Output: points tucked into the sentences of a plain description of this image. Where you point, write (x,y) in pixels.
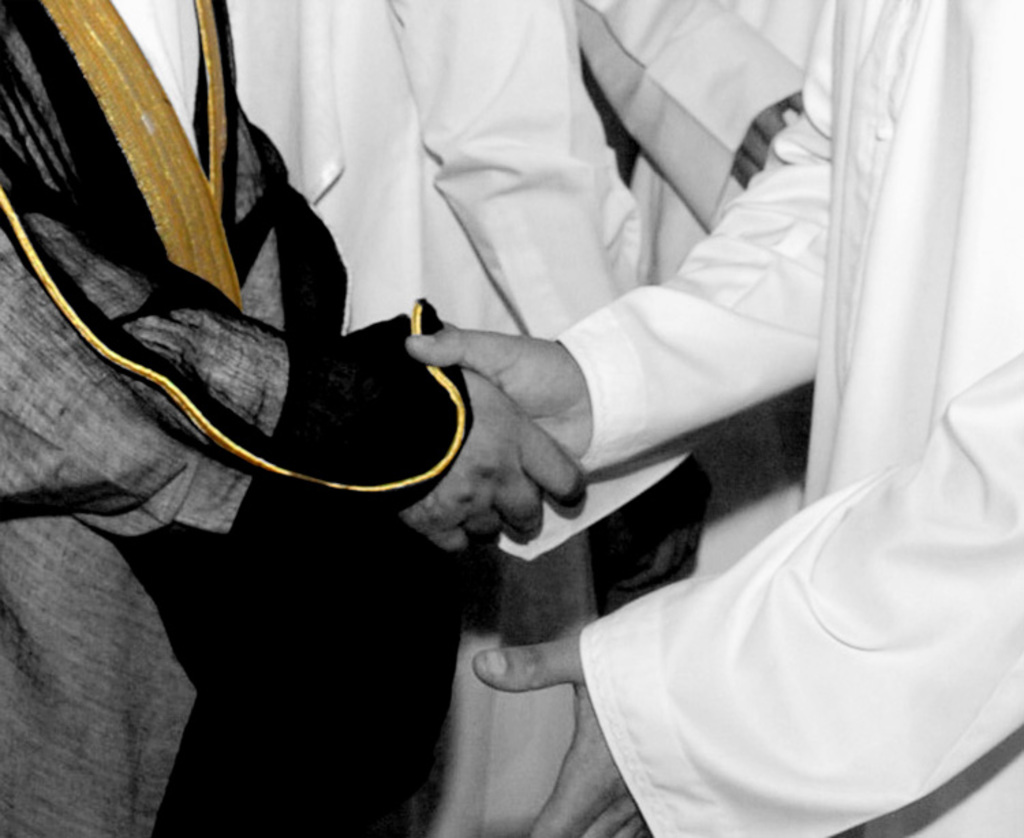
In this image, we can see two people (408,560) are shaking hands (585,444) at each other. Background (452,307) we can see few clothes (541,141) and human hands (750,141).
